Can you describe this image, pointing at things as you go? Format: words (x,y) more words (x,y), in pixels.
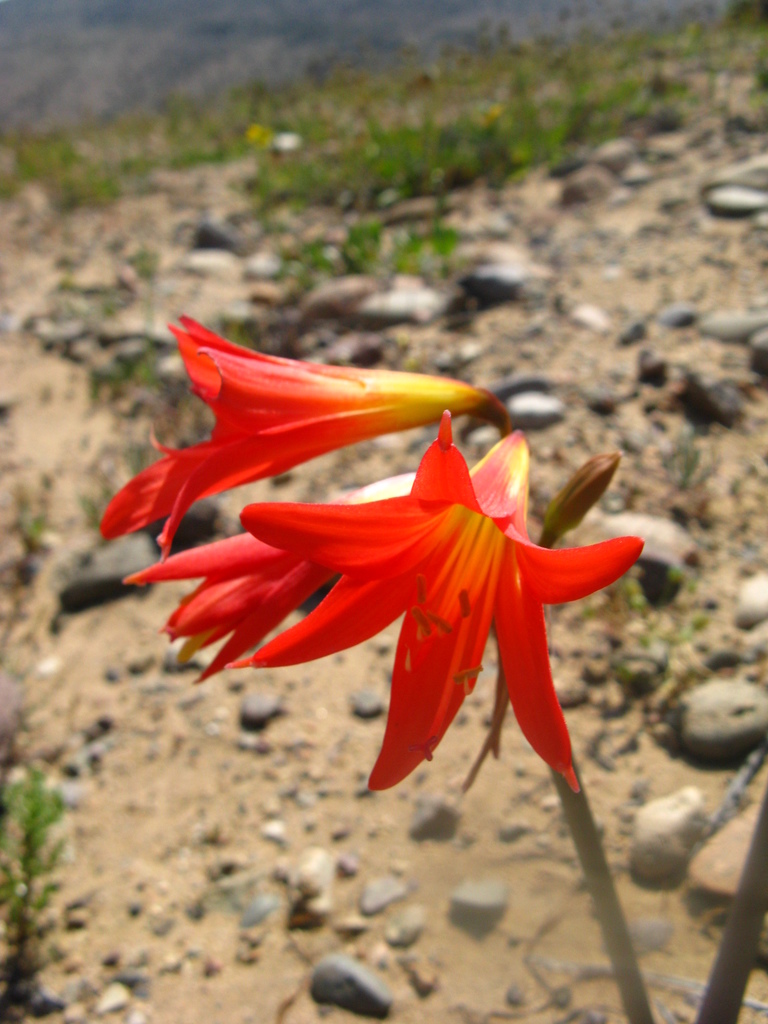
In the middle of the image (312,633) we can see few flowers (408,514), in the background (419,304) we can find few stones (518,289) and grass (416,147).
